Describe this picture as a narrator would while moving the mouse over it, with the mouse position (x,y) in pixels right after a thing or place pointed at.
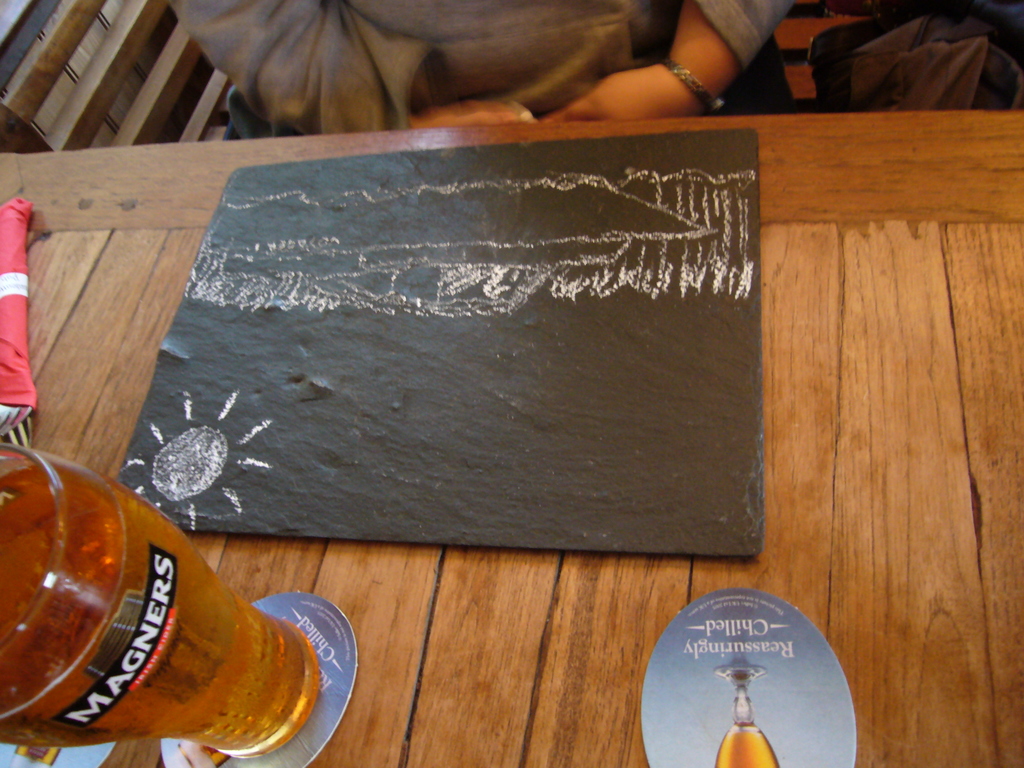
In this image at the bottom (801,599) there is one table (376,660), on the table (847,640) there is one glass (179,697), board (499,393) and some coasters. In the background (681,58) there is one person (506,52) who is sitting.
